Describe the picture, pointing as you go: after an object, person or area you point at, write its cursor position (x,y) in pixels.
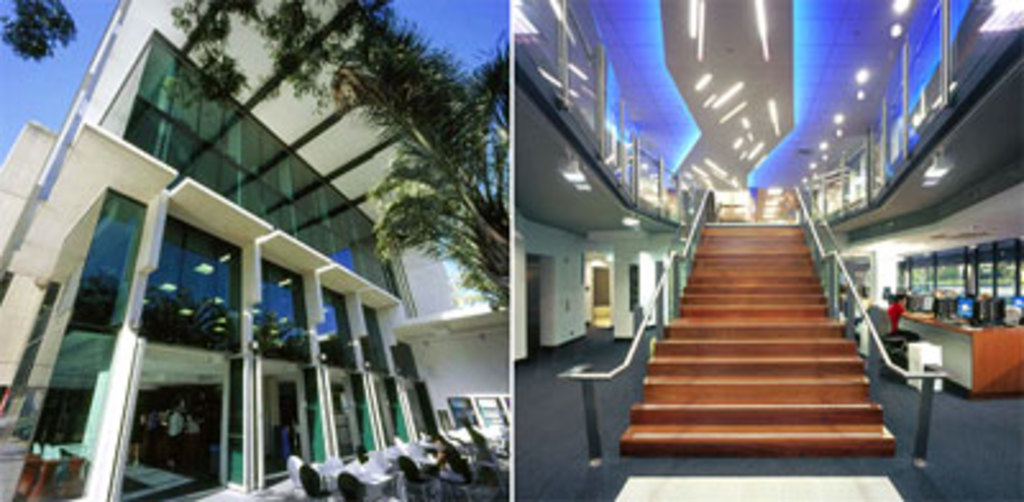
This image is a collage. In this image we can see the outside view of a building (172,310) with the trees (63,31) and also the sky (75,62). On the right (920,244) we can see the inside view of the building (792,114) with the lights (691,20), stairs (708,247), ceiling (643,123) and also the floor (910,453). We can also see a person (895,315) sitting in front of the monitor (948,303) which is on the table (955,325).
